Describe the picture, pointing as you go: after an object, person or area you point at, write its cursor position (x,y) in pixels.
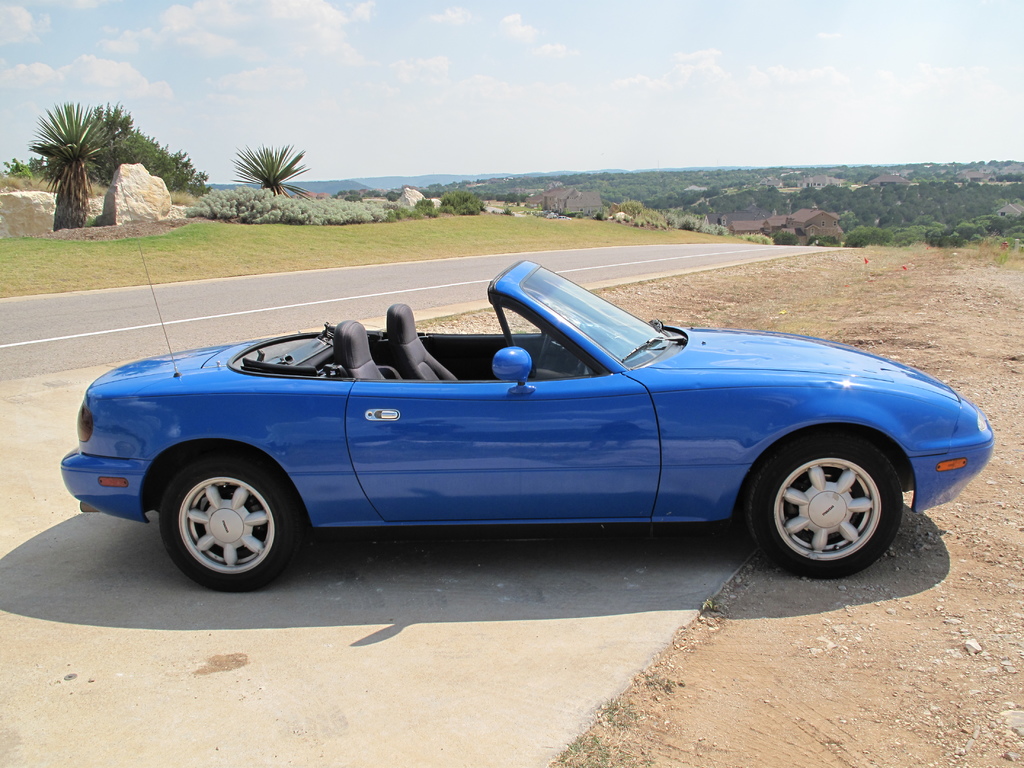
In the foreground of the picture (784,477) I can see a blue color car (305,409) on the side of the road (298,329). I can see the green grass (476,238), rocks (411,195) and trees (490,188) on the side of the road (450,279). In the background (749,206), I can see the houses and trees (959,205). There are clouds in the sky (692,137).
